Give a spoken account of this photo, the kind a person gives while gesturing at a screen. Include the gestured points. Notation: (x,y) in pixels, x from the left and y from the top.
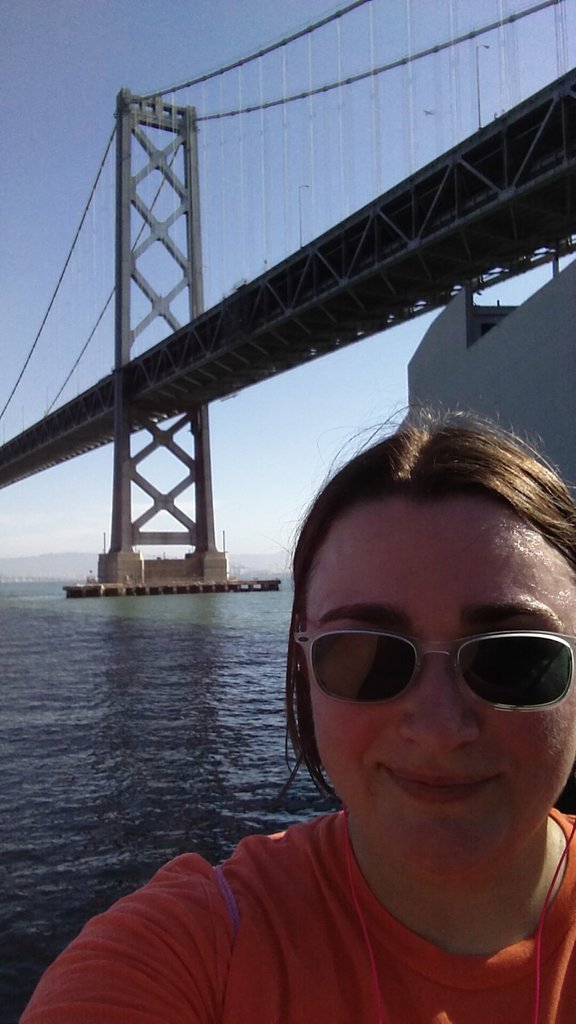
In the image we can see a person (362,682) wearing a glasses (474,648), and at the top (270,337) there is a bridge (510,210), and behind her there are some water (163,689) and at the top (338,186) we can see a sky (251,118).
